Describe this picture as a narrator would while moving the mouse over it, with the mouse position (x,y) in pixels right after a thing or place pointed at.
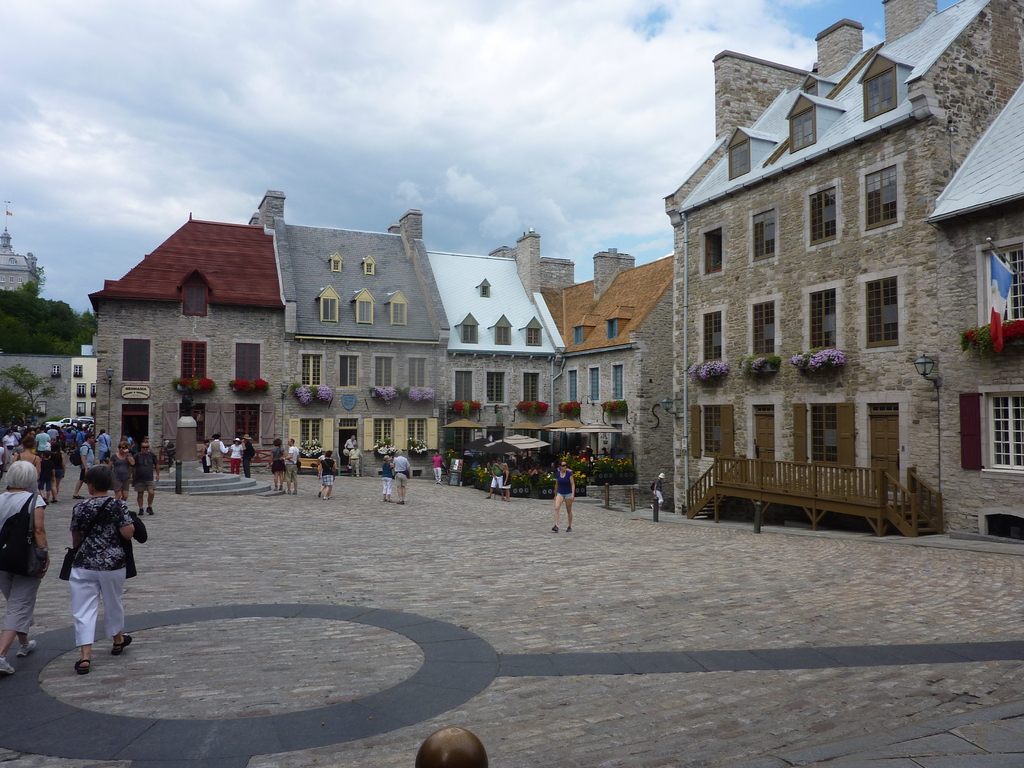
As we can see in the image there is a cloudy sky (449,133) and there are lot of buildings (471,366) all around which are made of stones (292,358) and at the bottom (379,527) there is a road (165,648) on which people (89,578) are walking. On behind of buildings (305,357) there are lot of trees (69,319).
